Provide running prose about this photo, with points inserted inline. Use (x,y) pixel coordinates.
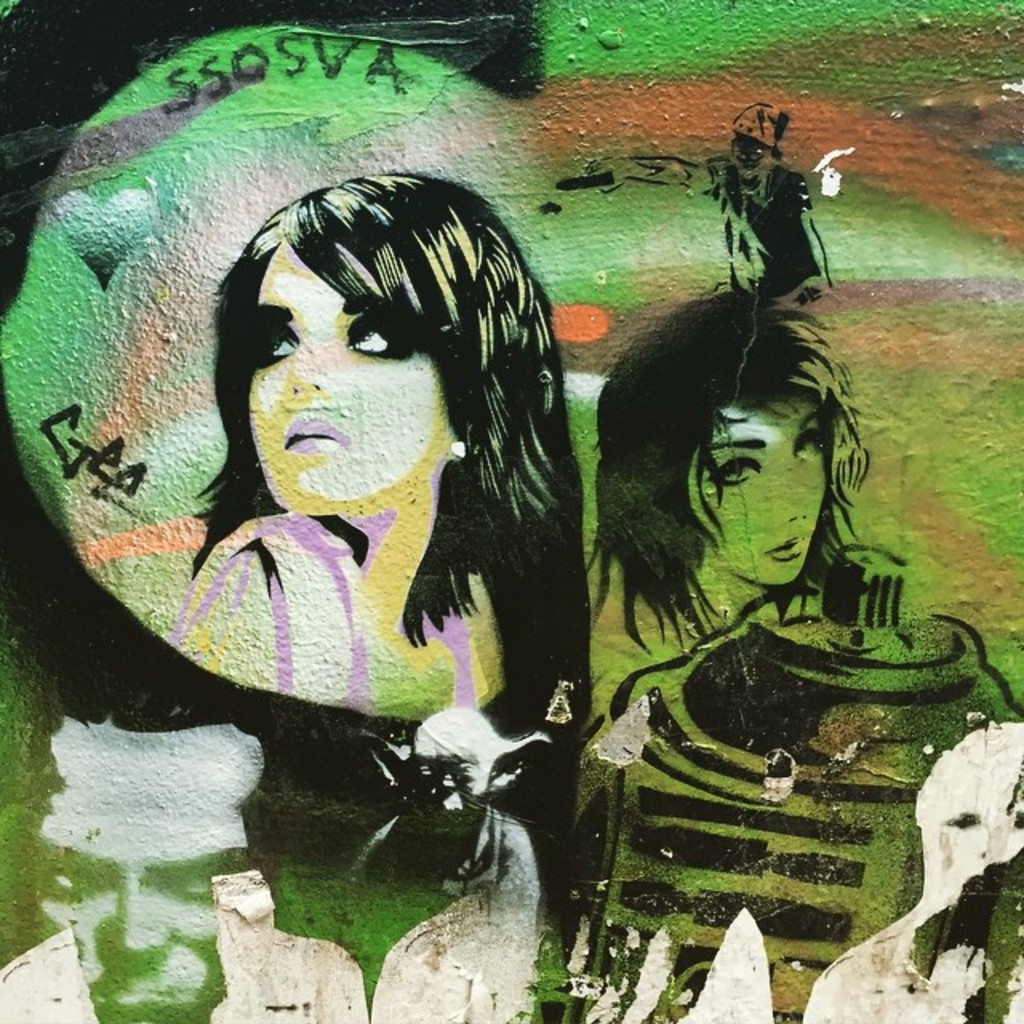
In this image I can see the wall (447,1006) and on the wall (362,989) I can see the painting (505,570) of few persons (505,570) which is green, black and white in color.
